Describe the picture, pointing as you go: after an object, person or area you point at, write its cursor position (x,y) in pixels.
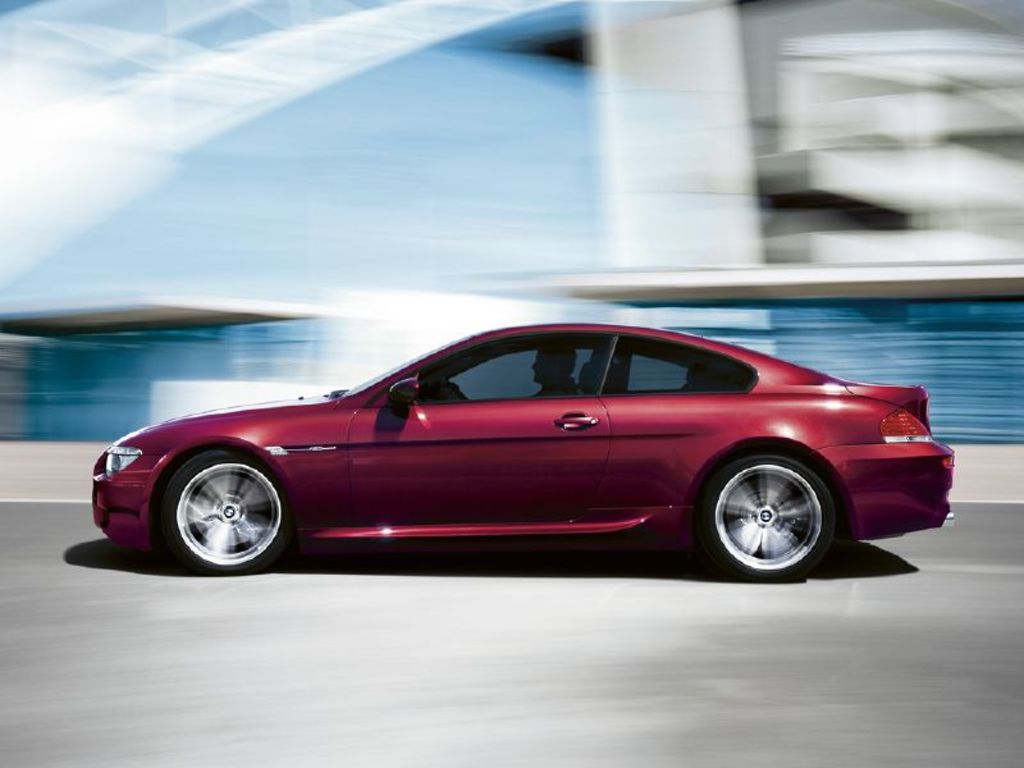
In this image we can see a car (817,498) on the road (694,658). The background (698,208) is blurry.
